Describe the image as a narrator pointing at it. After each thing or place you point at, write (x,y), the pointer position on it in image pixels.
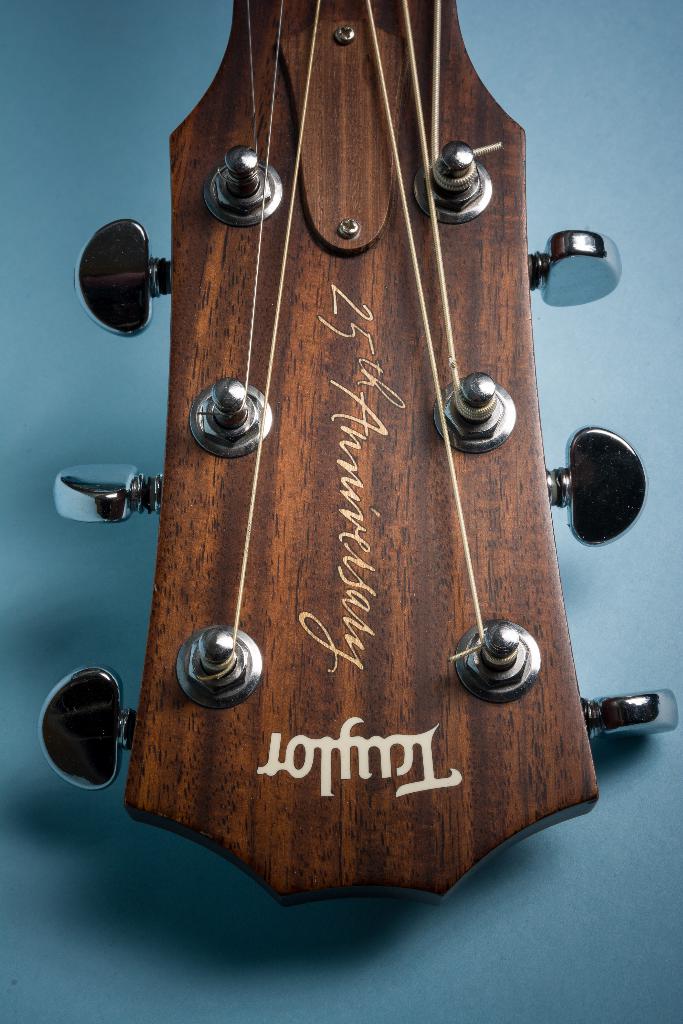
In this picture we can see a guitar (561,258) and these are the tuners (648,721).
